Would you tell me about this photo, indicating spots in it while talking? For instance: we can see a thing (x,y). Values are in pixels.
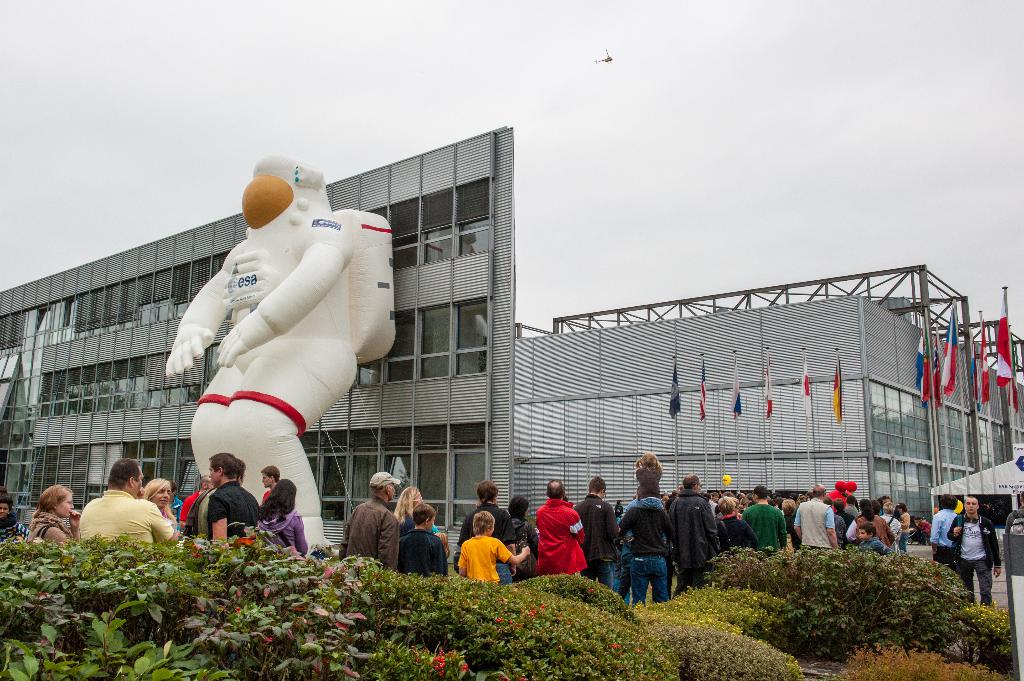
In this picture we can see white inflatable statue (329,323) in the image. Behind there is a building (550,370) and some flags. In the front (643,501) we can see some people (584,522) standing in the queue (554,528). In the front (226,553) bottom side there are some plants (207,547).
